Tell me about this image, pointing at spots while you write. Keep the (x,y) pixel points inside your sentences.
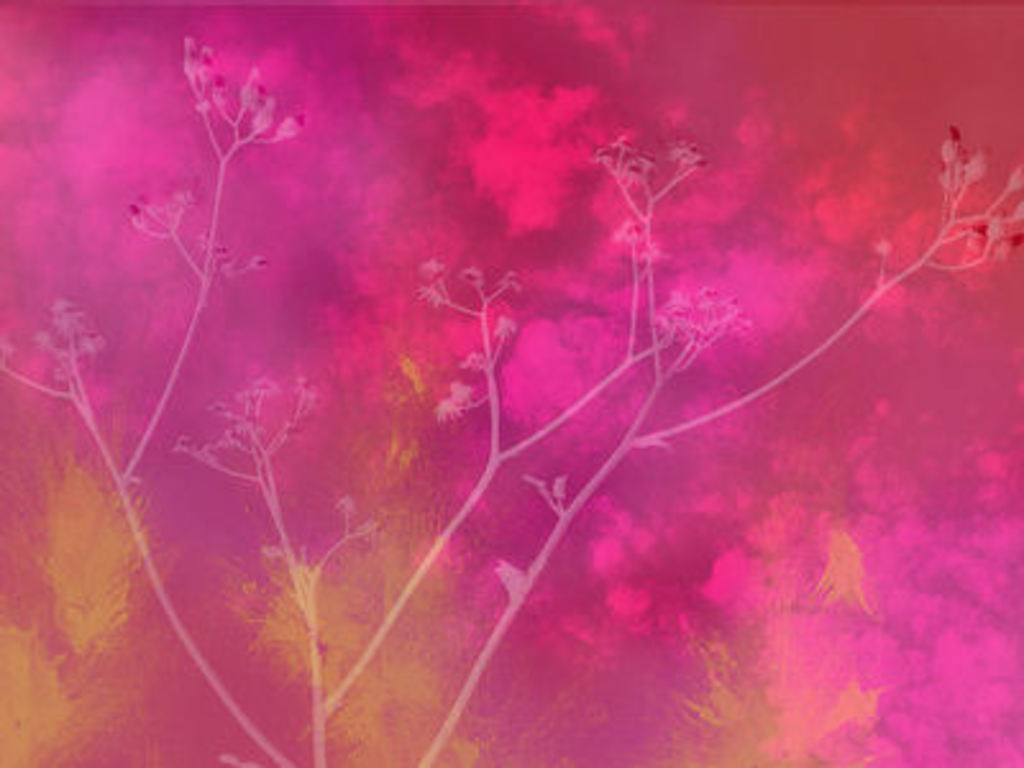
In this picture, we see the tree (272,494) which has flowers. In the background (518,511), it is in red, pink and yellow color. This might be an edited image.
